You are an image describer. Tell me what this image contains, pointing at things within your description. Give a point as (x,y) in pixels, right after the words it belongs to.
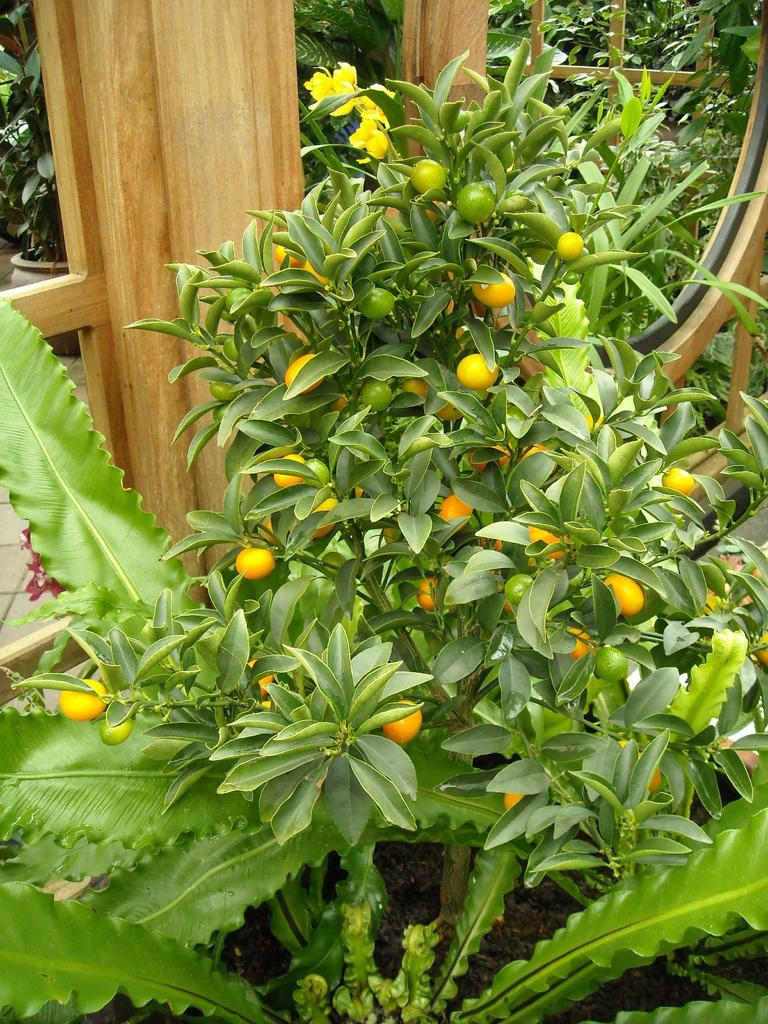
In this picture I can see number of plants (436,270) and I see few orange and green color fruits (410,390) in the center (473,381). In the background (535,364) I can see the wooden things (37,660).
